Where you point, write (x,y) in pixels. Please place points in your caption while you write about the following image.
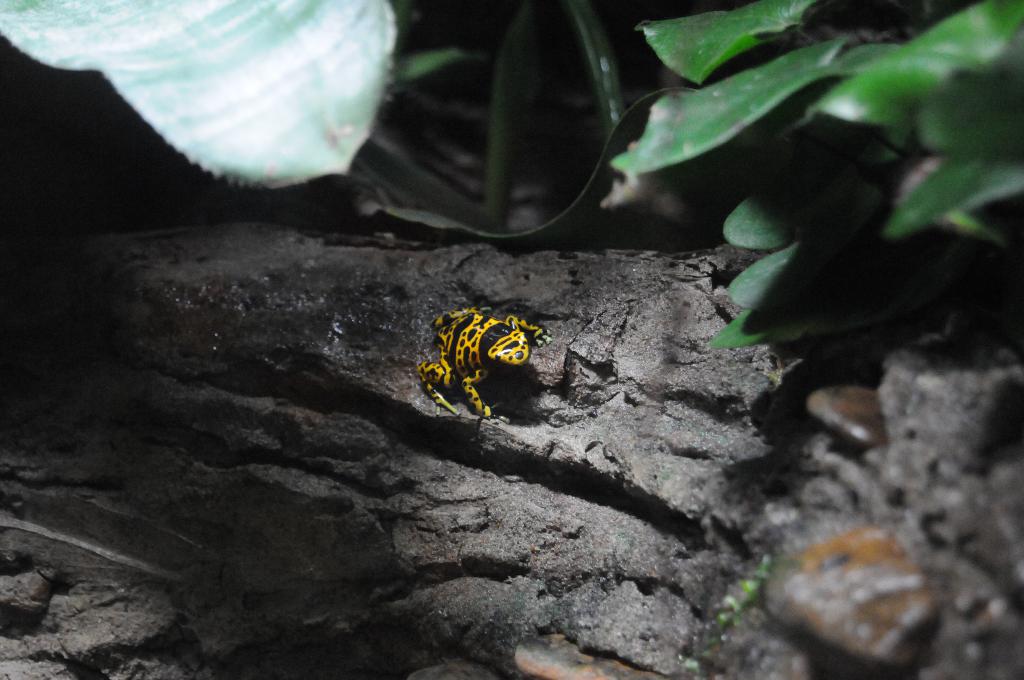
In the image there is a black and yellow frog (513,356) on the bark (525,391) of tree (595,417) with plants (813,150) behind it.
